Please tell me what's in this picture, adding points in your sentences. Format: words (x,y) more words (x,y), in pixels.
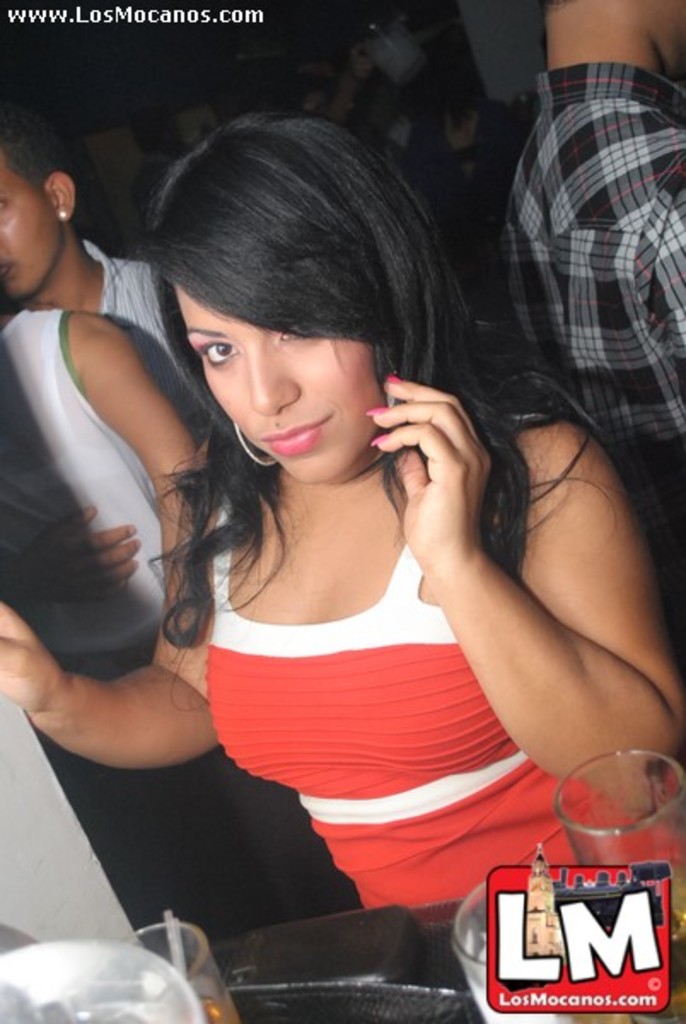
In the center of the image (311,500) we can see a woman (270,770). At the bottom of the image (249,1002) there are glasses (80,983), mobile phone (290,950) and table (419,950). In the background (551,114) there are group of people (69,225).
